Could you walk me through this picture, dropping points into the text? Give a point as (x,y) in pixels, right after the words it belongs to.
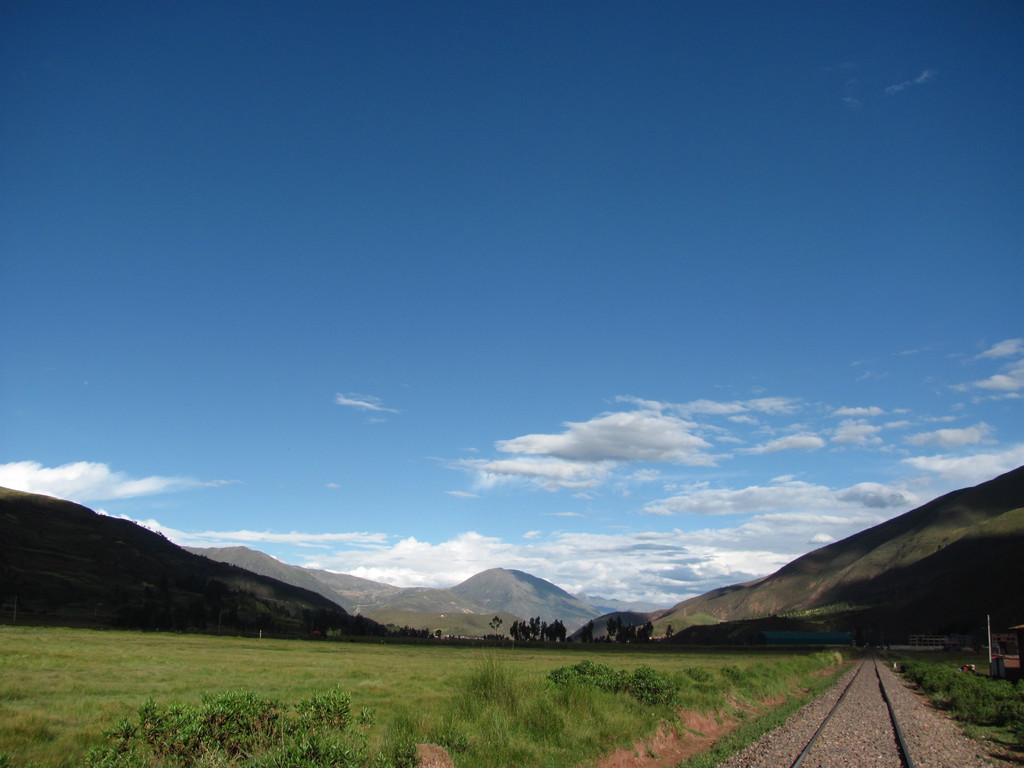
In this picture there is greenery (988,720) at the bottom side of the image (987,733) and there is sky (713,252) at the top side of the image (683,113).
